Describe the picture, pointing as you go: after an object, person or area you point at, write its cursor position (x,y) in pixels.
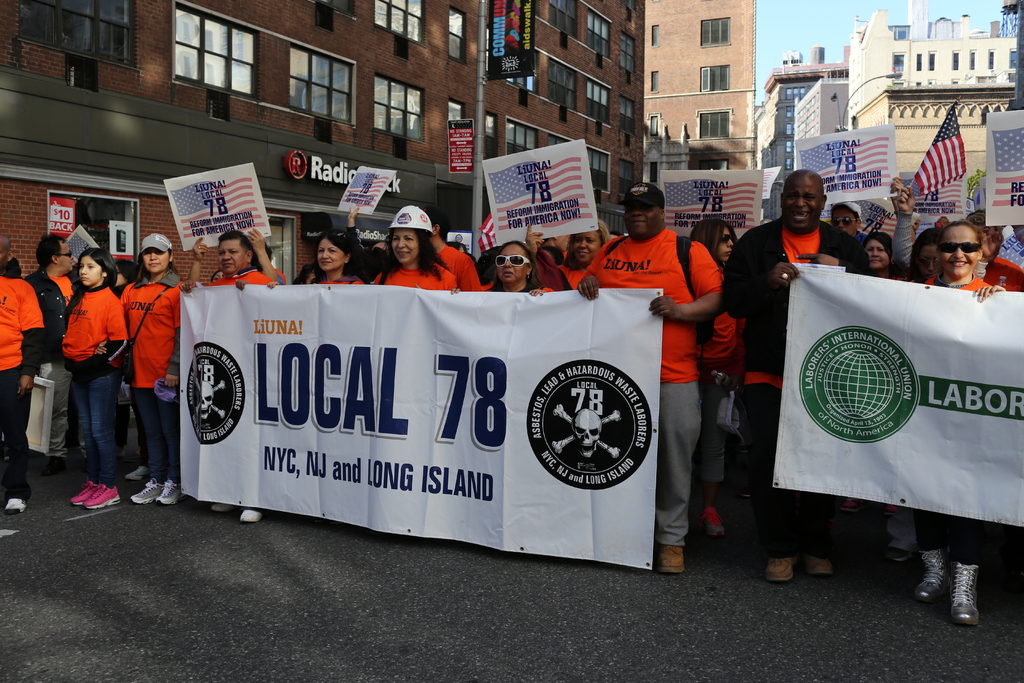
In this image, we can see a group of people (19,385) are standing on the road (459,617). Few people (1023,531) are holding banners (585,361), boards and few objects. In the background (900,168), we can see buildings (422,121), walls (334,132), glass windows (306,71), pole (472,184), banners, posters (115,228) and sky (782,61).
